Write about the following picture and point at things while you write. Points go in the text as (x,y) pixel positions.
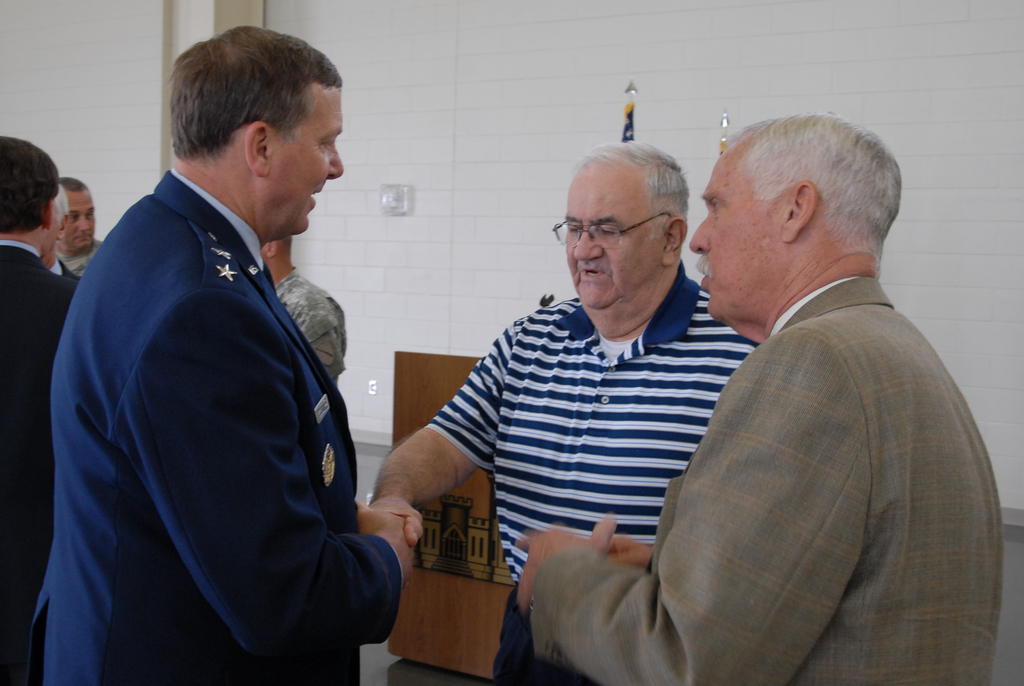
In the image there are three men (510,395) in the front (240,107) shaking hands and behind them there are few men (33,380) standing and over the back (377,211) there is wall (540,183) with a table (453,384) in front of it and a switch board (384,198) on it.
